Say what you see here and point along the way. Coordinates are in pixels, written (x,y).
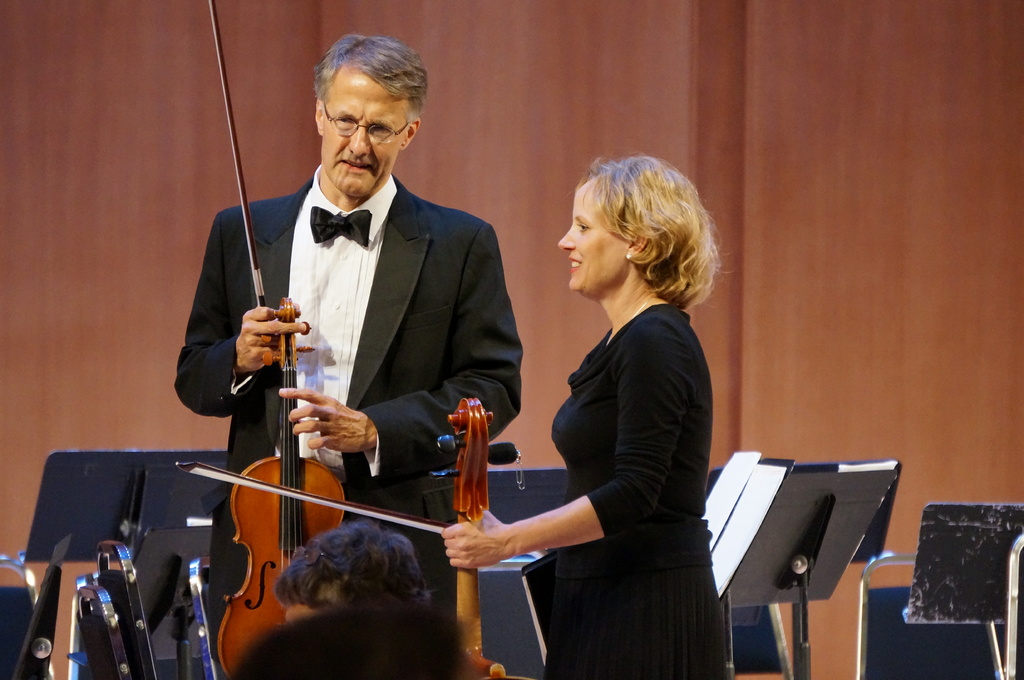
A man (455,295) and woman (596,417) are standing and smiling and holding string instruments (301,463). This man (421,323) wore suit (391,384) in black color. This woman (617,368) wore dress (631,567) which is in black color. This two persons (621,429) are standing. Around this person's (411,355) there are stands (986,582) and chairs (130,595).
